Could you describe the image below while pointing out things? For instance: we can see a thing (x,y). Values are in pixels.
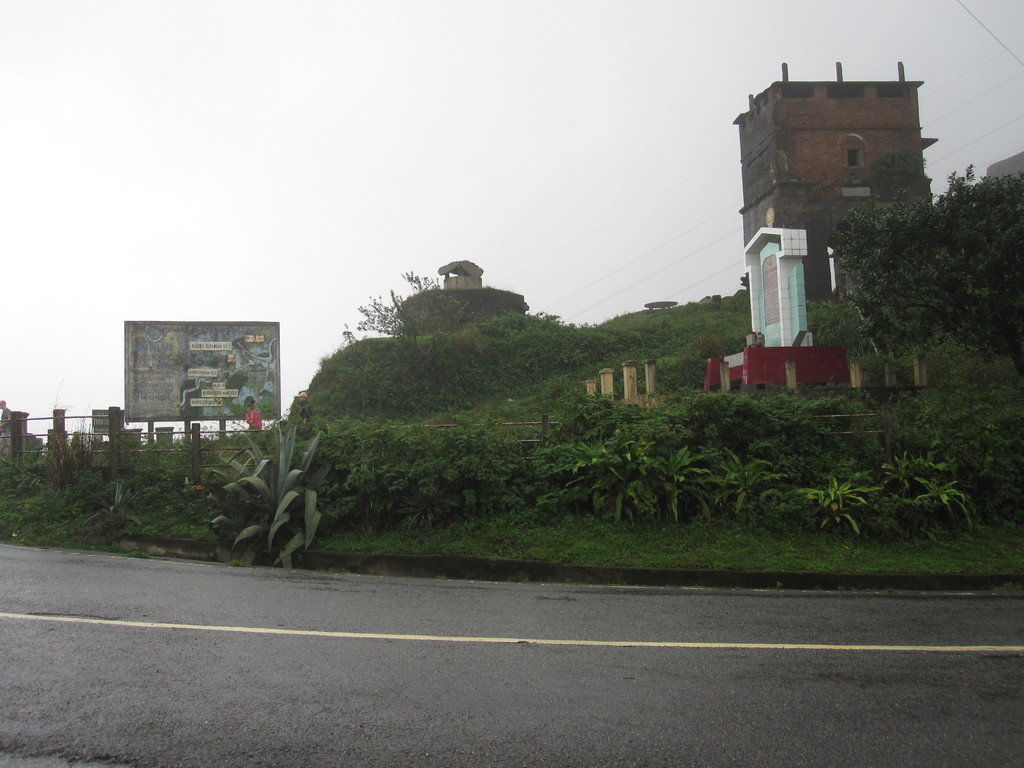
In this image I can see the road (526,662). To the side of the road (494,619) there are plants (598,514) and the trees (1010,358). I can also see the railing (123,428) and the board (228,377) to the side. In the background (680,303) I can see the building (747,162) and the white sky (313,166).
